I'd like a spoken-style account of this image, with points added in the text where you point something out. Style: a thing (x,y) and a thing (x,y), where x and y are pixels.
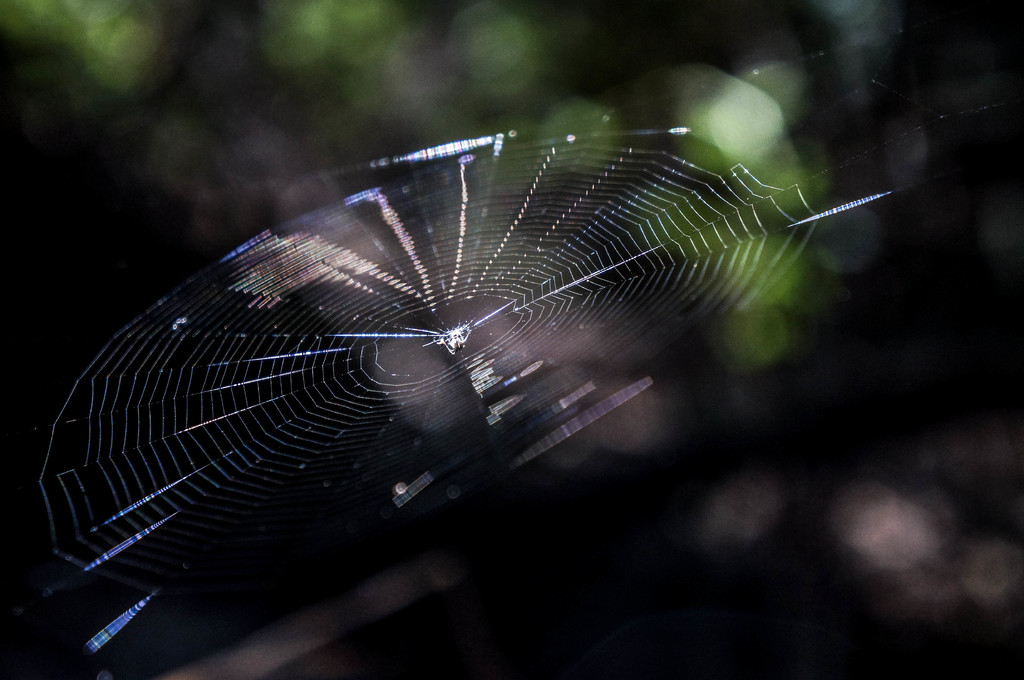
In this image I can see an insect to the spider web (330,331) and there is a blurred background (437,33).
